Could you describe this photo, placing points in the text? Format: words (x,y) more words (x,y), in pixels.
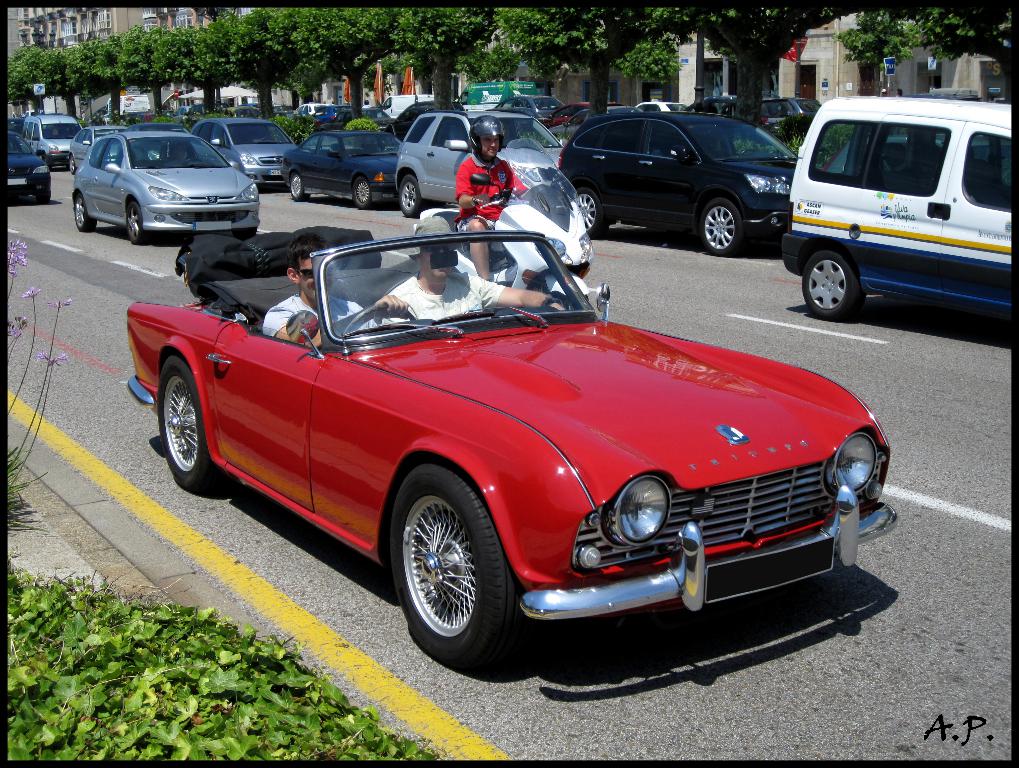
In the center of the image (460,423) we can see cars (591,169) on the road (717,632) and there are people (382,306) sitting in the cars (251,213). There is a man (493,179) riding a bike (528,227). In the background (295,92) there are trees (755,35) and buildings (830,49). At the bottom (106,700) there is grass (84,681).
